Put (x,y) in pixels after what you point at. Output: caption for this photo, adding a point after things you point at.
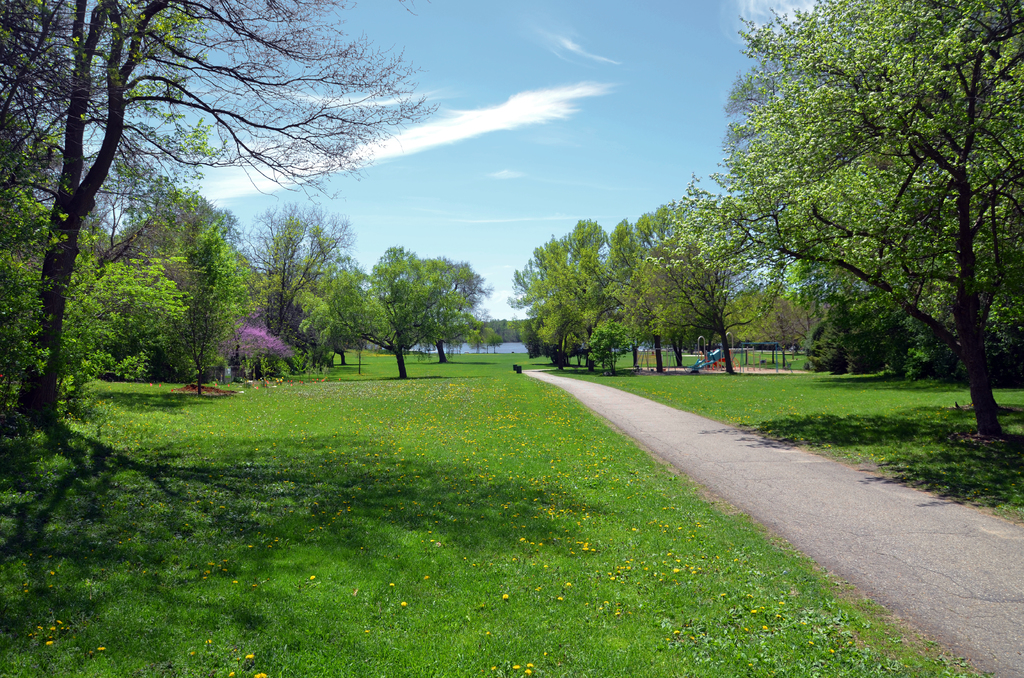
In this image we can see trees (447,304), plants (66,327), grass (455,408), and a play area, also we can see water (523,349), and the sky (410,155).
